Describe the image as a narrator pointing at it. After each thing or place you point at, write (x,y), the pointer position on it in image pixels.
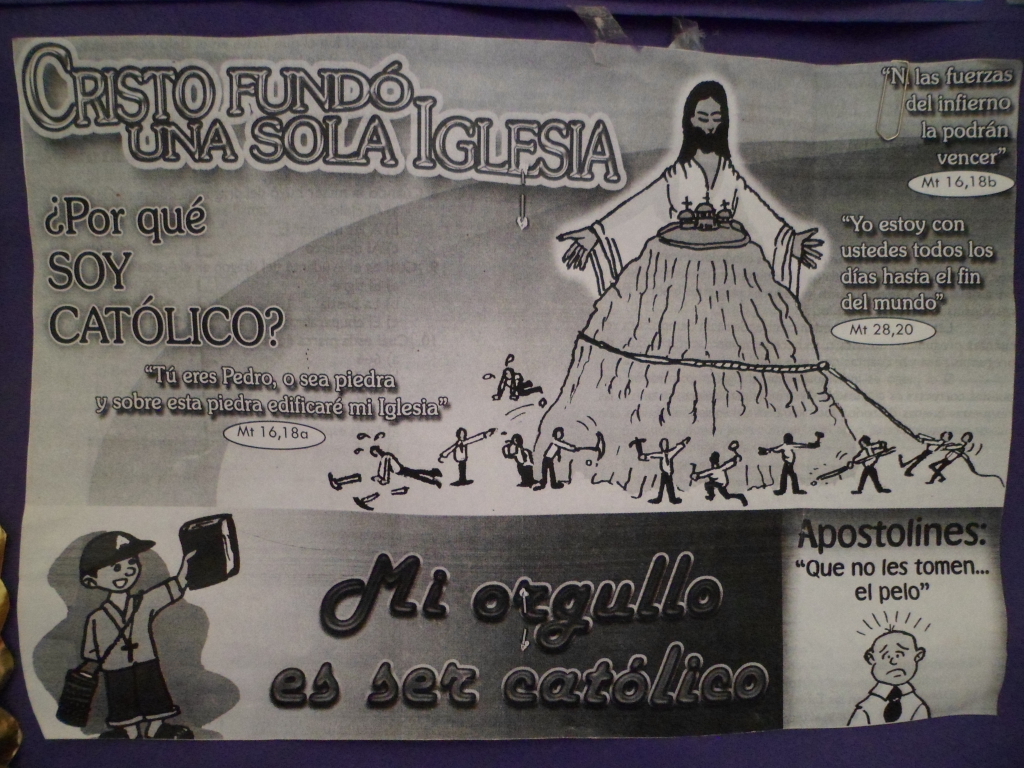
In this image we can see a poster (640,147). On this poster (596,603) we can see pictures (605,404) and something is written on it.
